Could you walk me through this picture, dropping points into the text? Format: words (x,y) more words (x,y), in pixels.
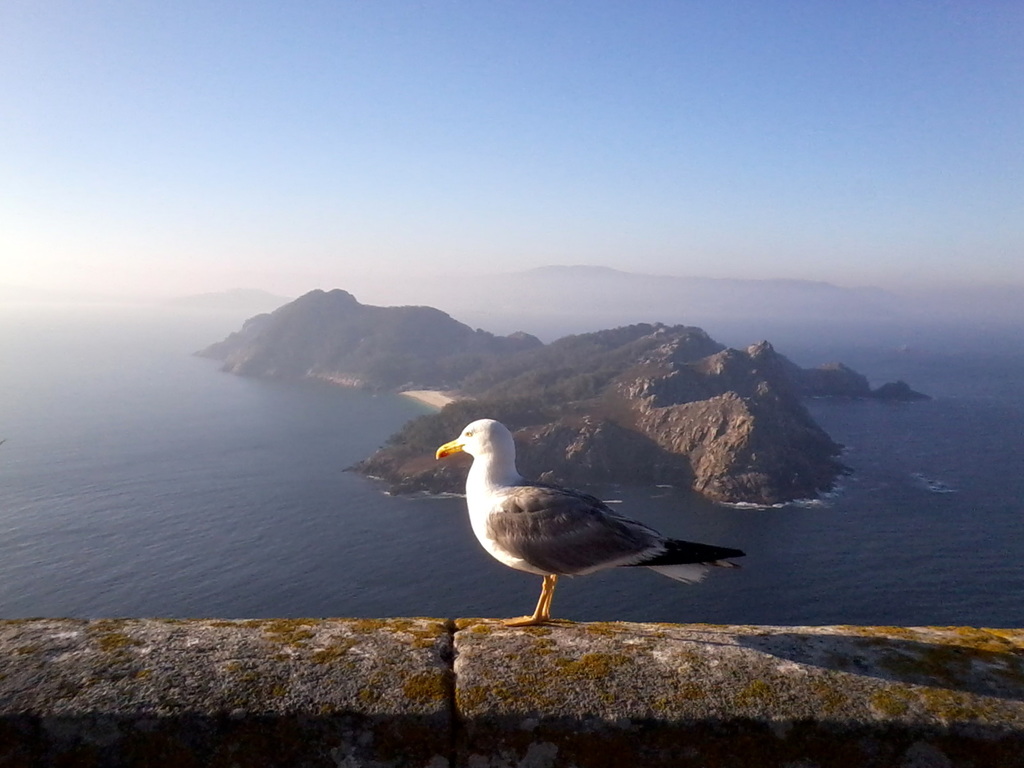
In this image we can see a bird (553,509) on the wall (601,660). In the background (966,609), we can see water (784,533), mountains (728,363) and a clear sky (625,235).
